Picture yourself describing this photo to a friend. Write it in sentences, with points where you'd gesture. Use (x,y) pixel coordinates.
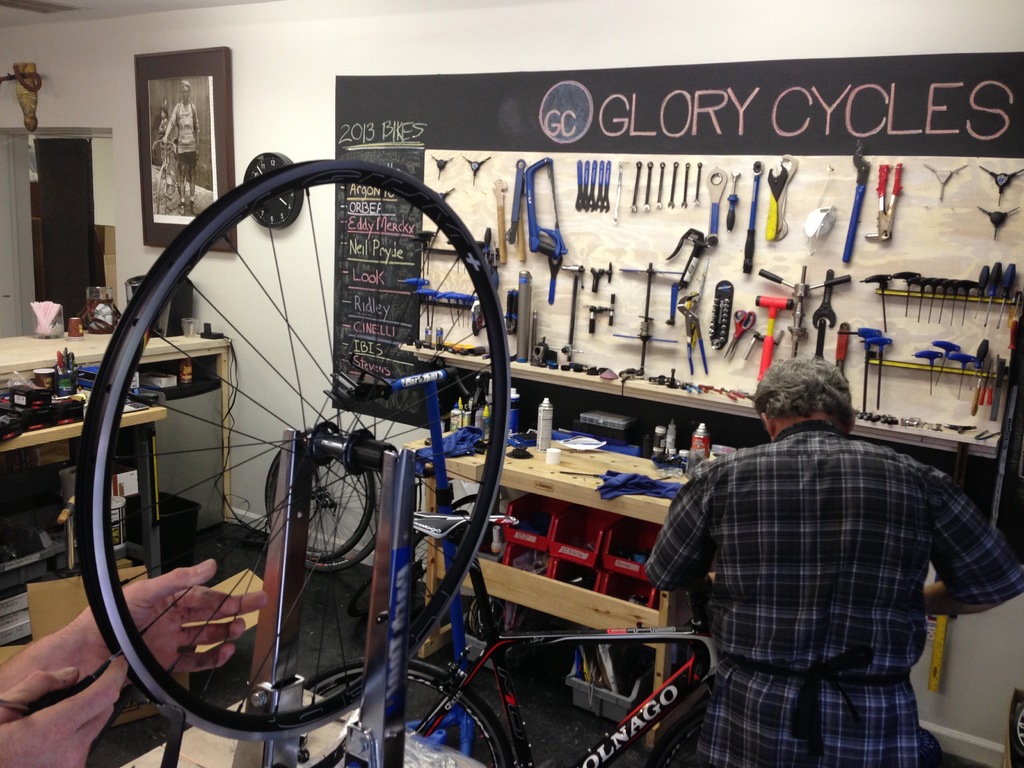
In the image I can see few tools (780,218) are attached to the board (667,191). The frame (155,229), clock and the board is attached to the wall (245,289). I can see few objects (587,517), bottles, few cloth pieces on the tables (58,345). In front (85,512) I can see few people (831,595) and the bicycle wheels (246,194). The wall (295,19) is in white color.
